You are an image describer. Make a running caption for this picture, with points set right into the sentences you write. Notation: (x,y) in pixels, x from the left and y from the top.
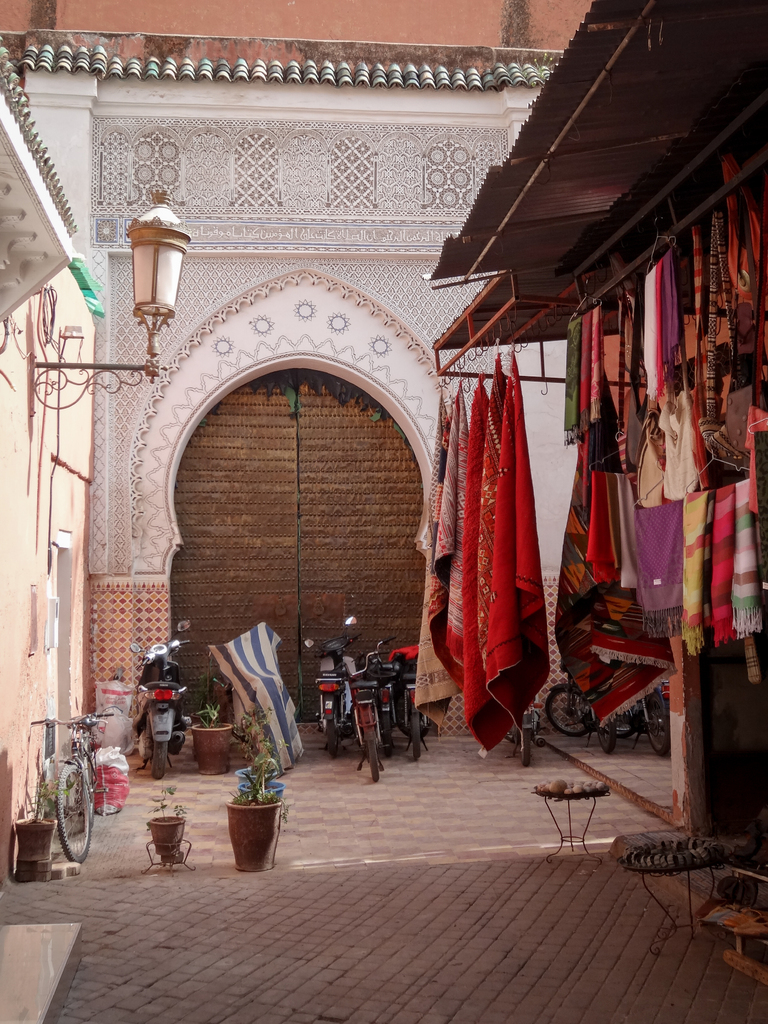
In this image I can see few buildings (433,302) and on the right side of the image (516,707), I can see number of clothes (762,552). On the left side of the image (158,225) I can see a light (154,199) on the wall (23,784) and in the centre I can see few vehicles (401,704), few bicycles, few plants (238,826) and few other things (281,718).
